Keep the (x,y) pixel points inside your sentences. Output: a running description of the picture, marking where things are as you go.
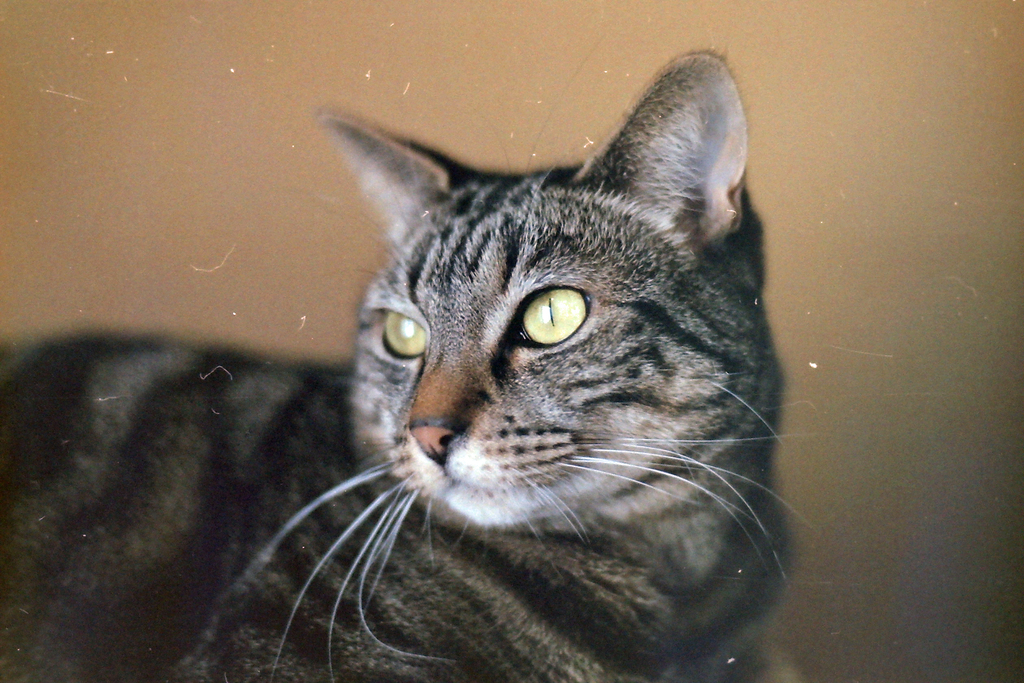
In this image in the foreground (421,512) there is a cat (340,460) and in the background (343,63) there is a wall (896,285).
